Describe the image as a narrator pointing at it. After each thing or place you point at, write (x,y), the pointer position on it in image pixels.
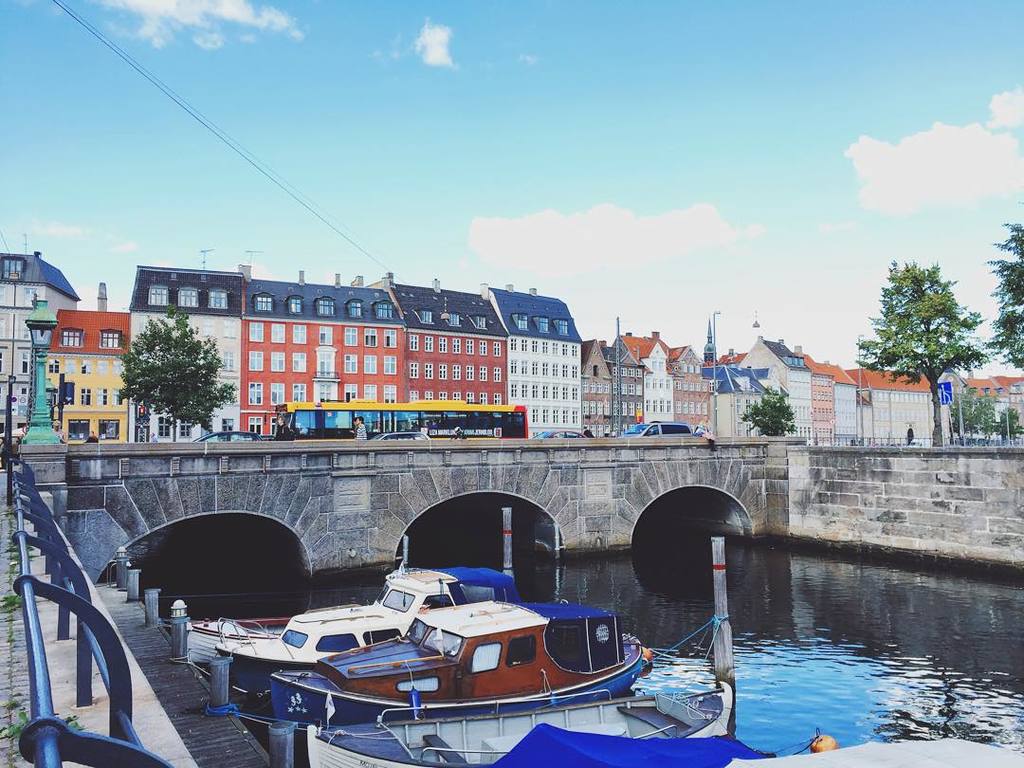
This is an outside view. At the bottom (380,670) there are few boats (512,653) on the water (796,649). In the middle of the image (598,495) there is a bridge (173,512). On the left side (46,728) there is a railing (101,759). In the background (305,415) there are many vehicles (371,404), trees (225,387) and buildings (224,421). At the top of the image (472,64) I can see the sky (514,114) and clouds (609,253).
